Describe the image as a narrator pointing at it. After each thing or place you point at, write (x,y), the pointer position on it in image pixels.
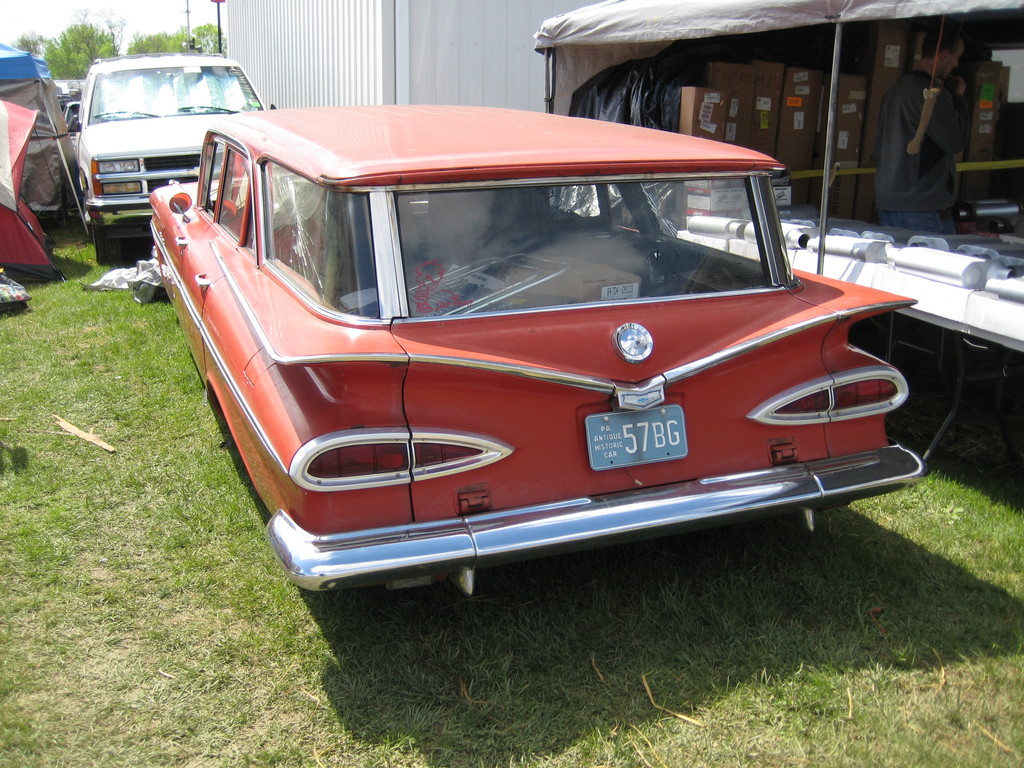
In this picture I can observe two cars (166,243) parked on the ground (197,456) in the middle of the picture (505,376). I can observe some grass (395,672) on the ground (324,625). In the background (101,51) there are trees (101,51).
